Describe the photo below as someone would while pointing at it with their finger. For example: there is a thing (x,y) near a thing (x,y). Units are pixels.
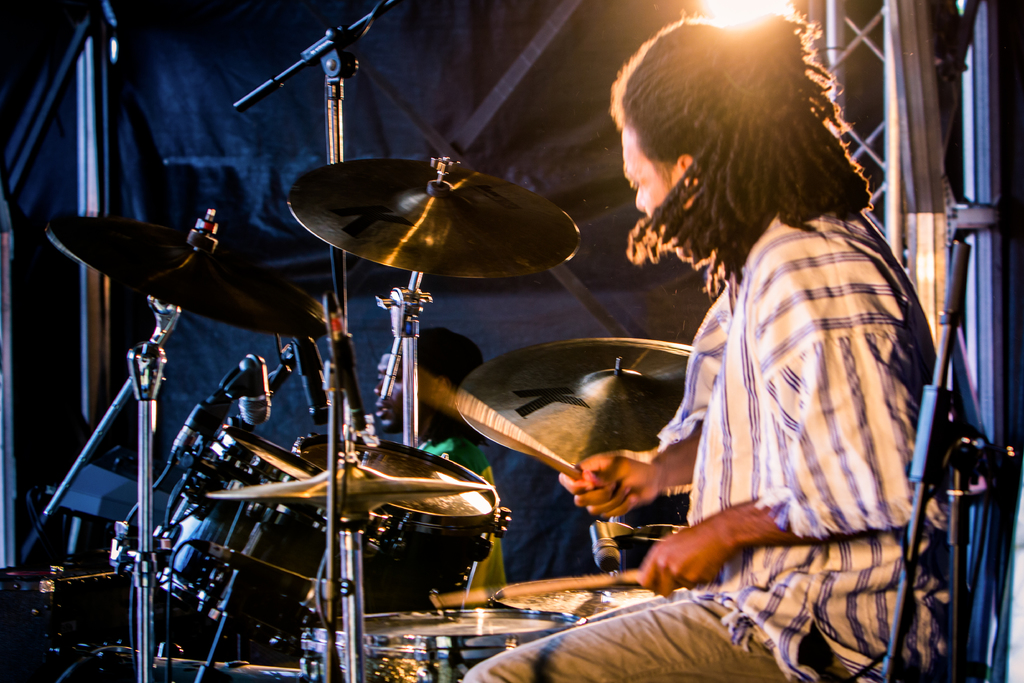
In this image we can see a person (745,470) sitting on the chair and holding musical instruments (494,435) in the hands (594,482). In the background (405,486) there are musical instruments (305,574).
